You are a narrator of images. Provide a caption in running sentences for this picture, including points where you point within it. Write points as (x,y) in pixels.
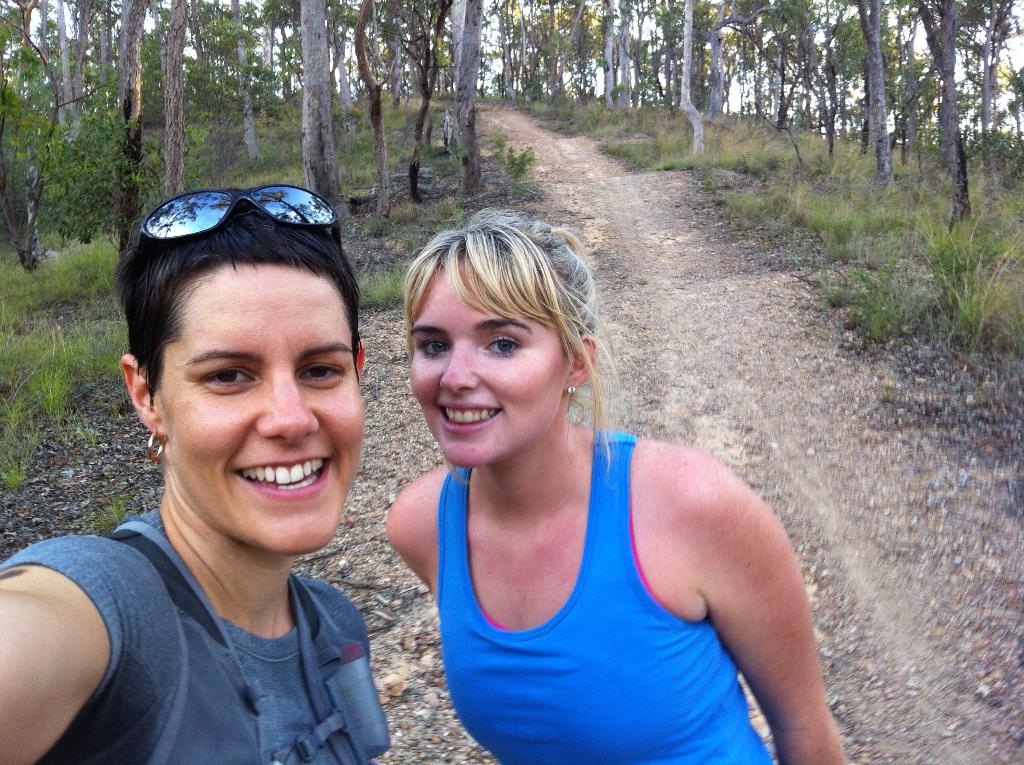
In this picture I can see two persons (176,387) smiling. I can see grass (616,140), plants (87,112), trees (945,78), and in the background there is the sky (900,16).
